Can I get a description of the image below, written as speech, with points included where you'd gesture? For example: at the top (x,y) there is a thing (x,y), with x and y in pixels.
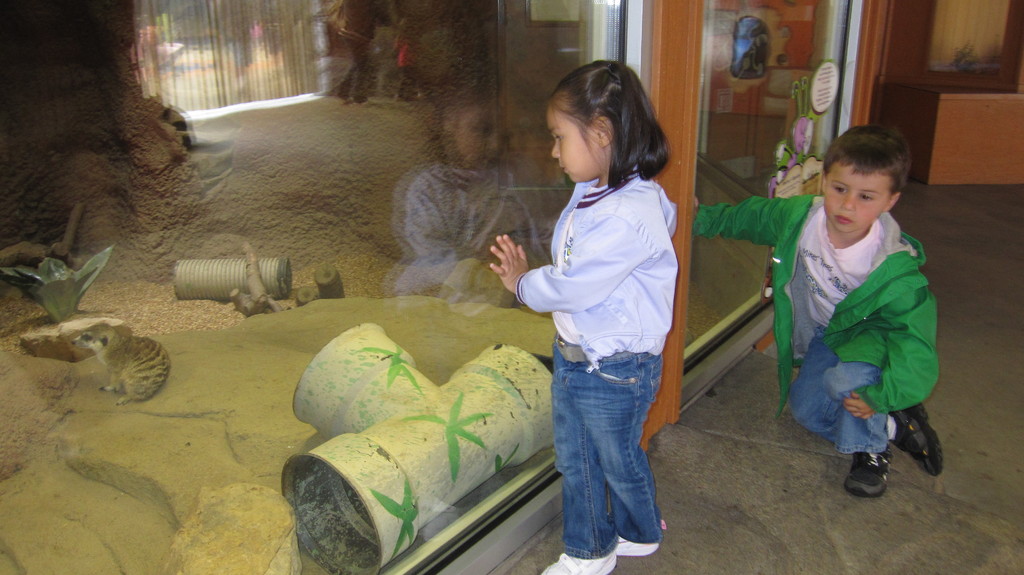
In the center of the image (520,279) there are two kids (863,483). To the left side of image (104,467) there is glass (466,8). At the bottom (775,559) image there is flooring (840,496).
